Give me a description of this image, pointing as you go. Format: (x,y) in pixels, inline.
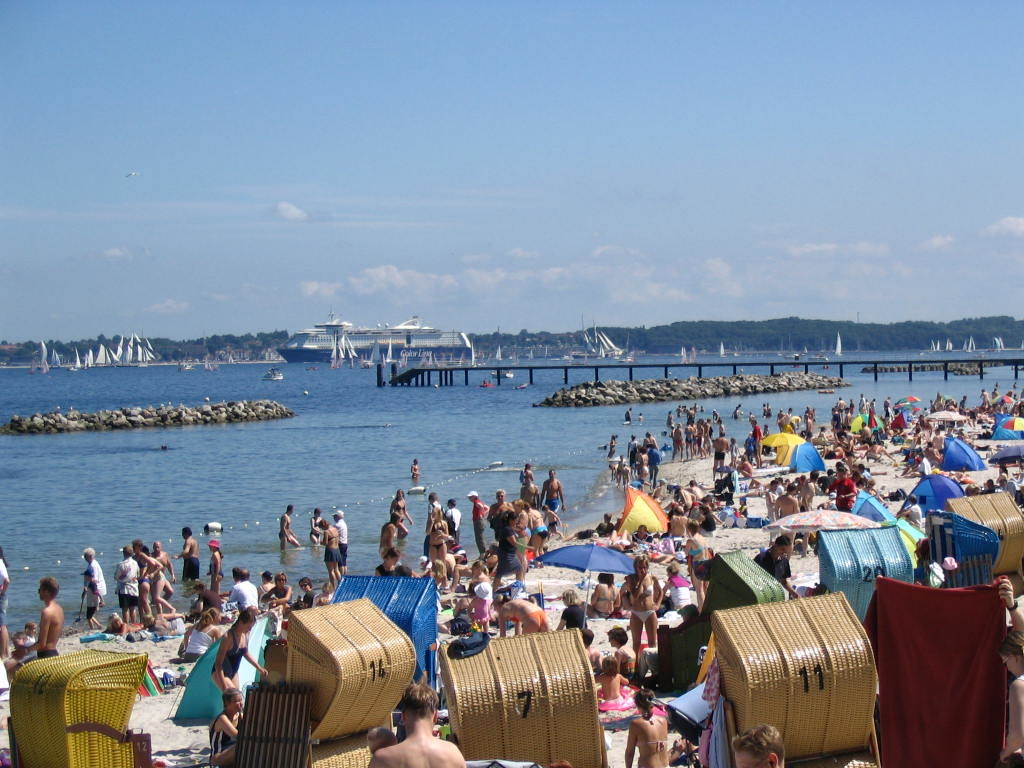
There are persons (915,430), umbrellas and other objects (423,591) on the sand surface (159,649). Beside this sand surface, there are persons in the water (490,404), there are rocks (43,428), a bridge (935,362), a ship (440,360) and there are boats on the water (323,393). In the background (42,339), there are mountains (912,332) and there is blue sky (544,120).
